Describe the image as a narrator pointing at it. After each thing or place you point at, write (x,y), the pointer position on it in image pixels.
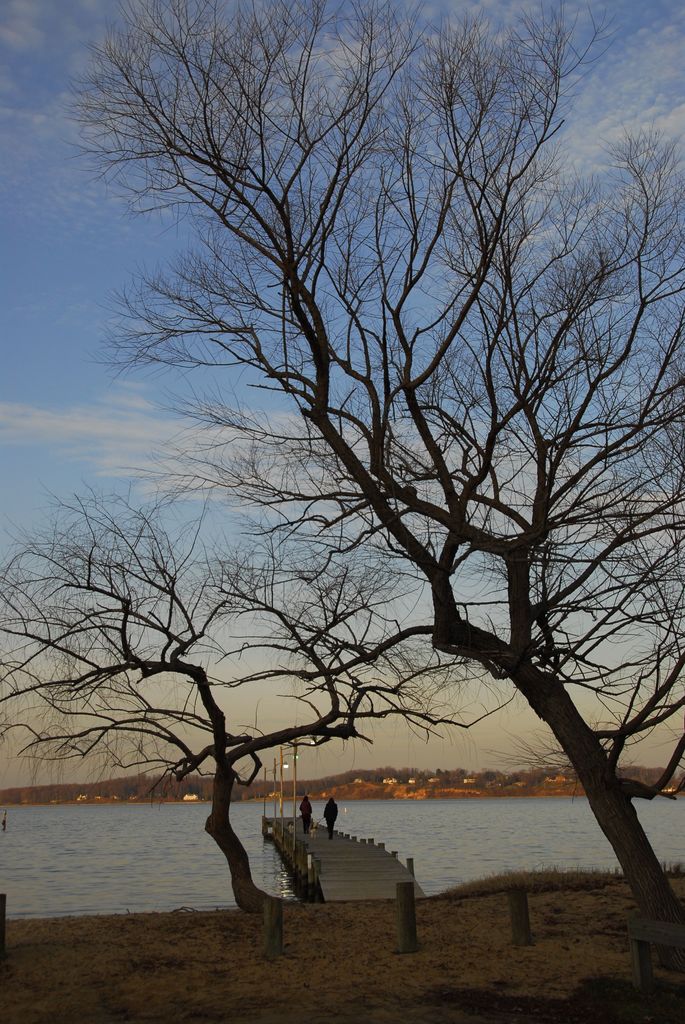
In this image we can see two trees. Behind the trees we can see the water (396,832) and a bridge (397,860). On the bridge (303,855) we can see two persons (331,806). In the background (498,776), we can see the mountains (302,785). At the top (108,329) we can see the sky (237,406).
